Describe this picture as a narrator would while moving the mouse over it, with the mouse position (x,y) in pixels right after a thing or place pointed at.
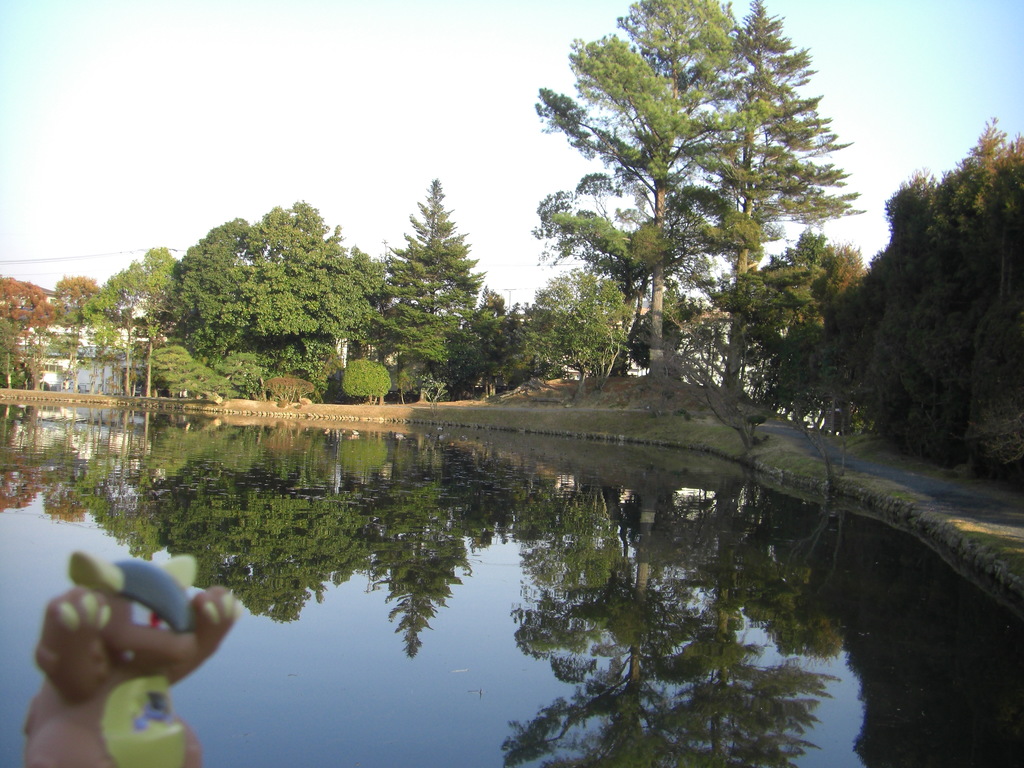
This picture is clicked outside the city. In the foreground (147,630) there is an object (166,678) and a water body (520,597) and we can see the reflections (573,564) of the trees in the water body (501,527). In the center (550,362) we can see the plants (579,328) and the trees (483,338) and a white color object (97,367) seems to be a building (85,372). In the background (214,81) there is sky (584,103).
